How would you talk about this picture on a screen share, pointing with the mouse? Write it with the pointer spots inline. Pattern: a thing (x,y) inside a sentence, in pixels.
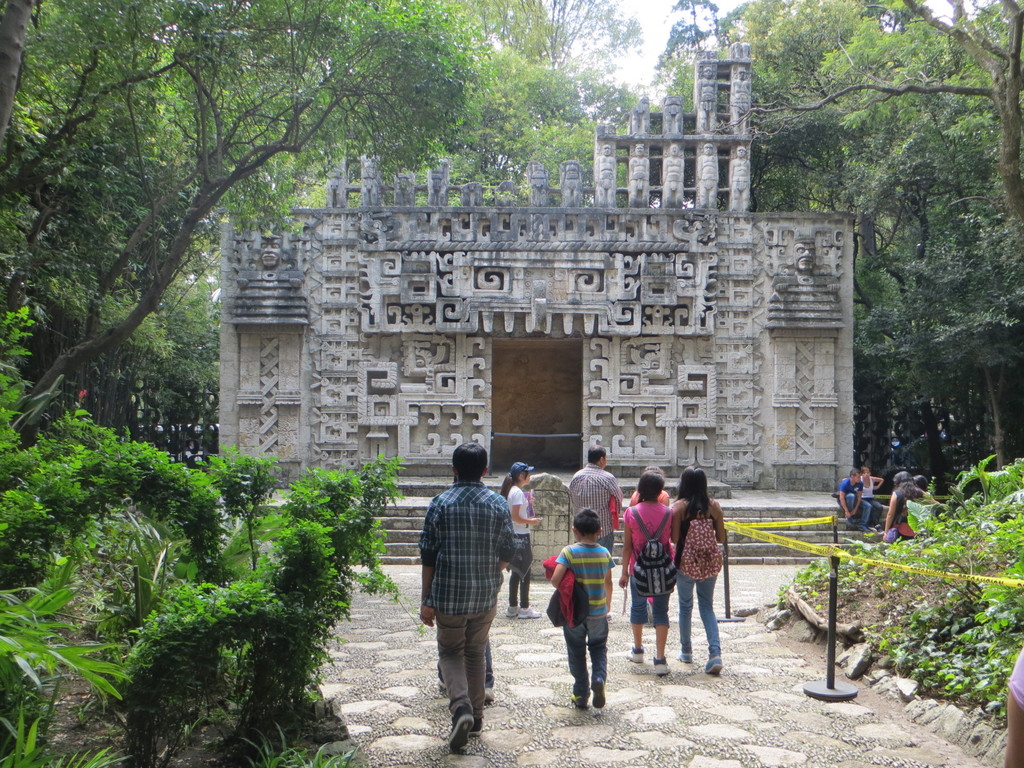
In this picture we can see a man (476,563) who is wearing shirt (472,598), trouser (459,657) and shoe (464,722). Beside him there is another boy (600,663) who is holding jacket (565,588). Here we can see the group of women (701,484) standing near to the fencing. In the background (622,245) we can see monument (656,284). On the left (51,594) we can see grass (19,640) and plants (184,596). At the top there is a sky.
